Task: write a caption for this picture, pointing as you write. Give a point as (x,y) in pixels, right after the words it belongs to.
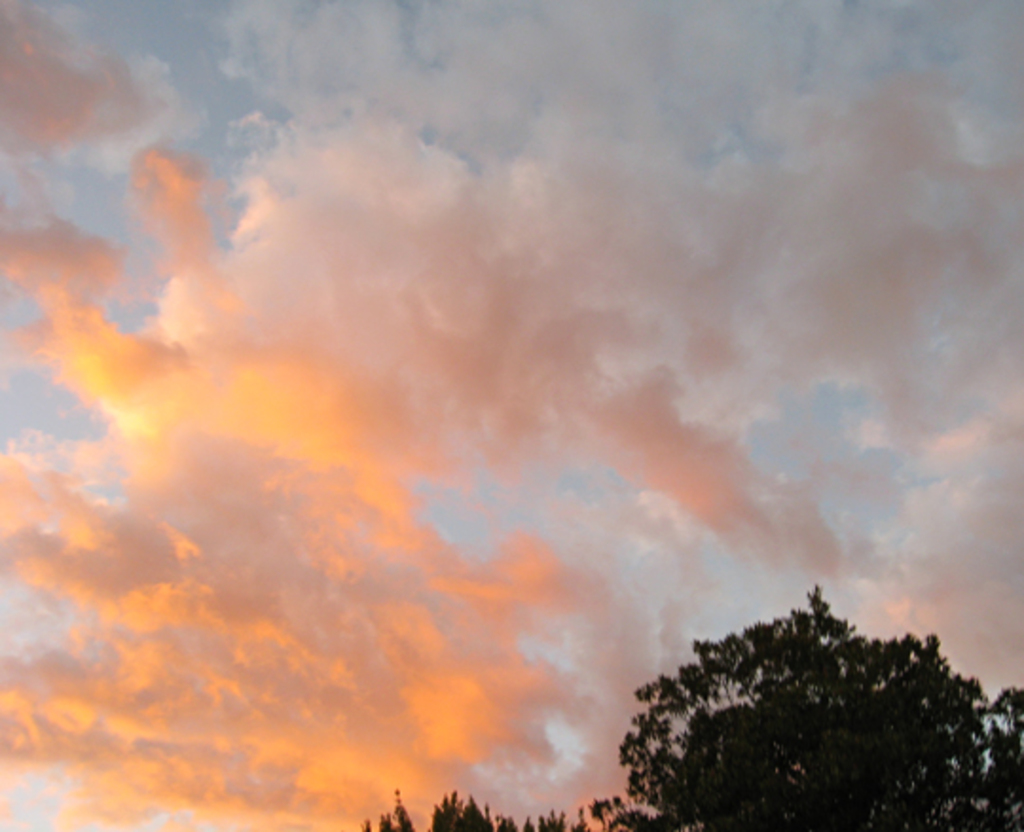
In this image we can see few trees (689,748). There is a cloudy sky (621,374) in the image.
